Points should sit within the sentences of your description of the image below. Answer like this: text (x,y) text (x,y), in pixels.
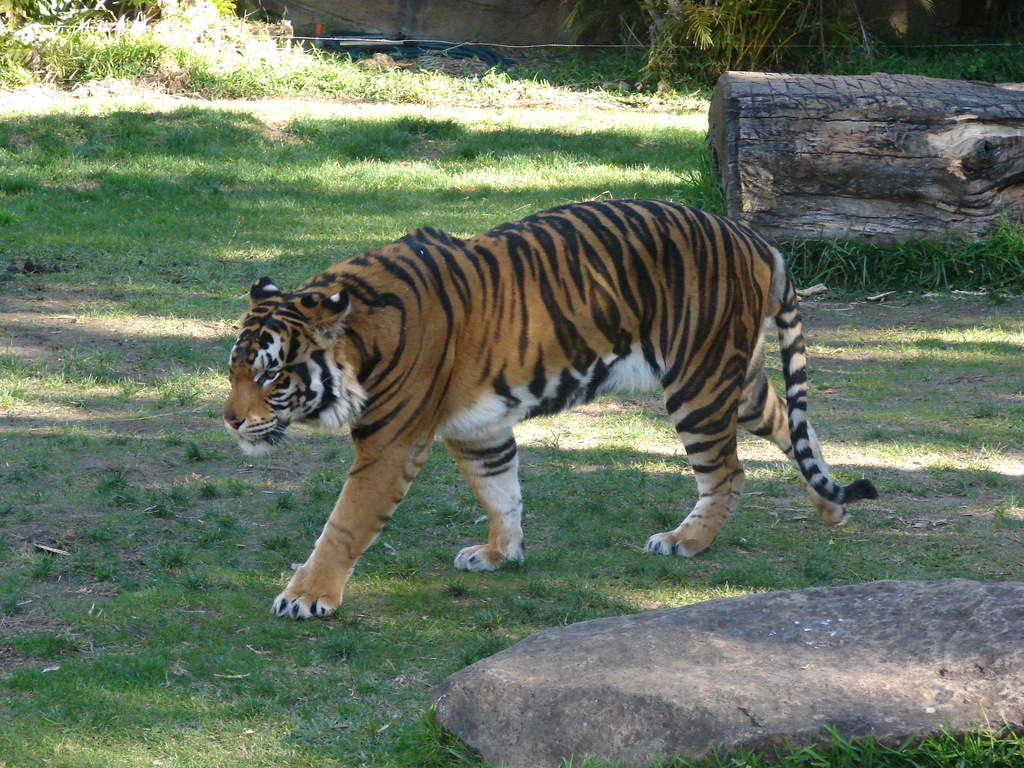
In this image there is a tiger (493,344). At the bottom of the image (276,699) there is grass (330,707), stone (540,680). In the background of the image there is wall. There is a tree trunk (789,119).
